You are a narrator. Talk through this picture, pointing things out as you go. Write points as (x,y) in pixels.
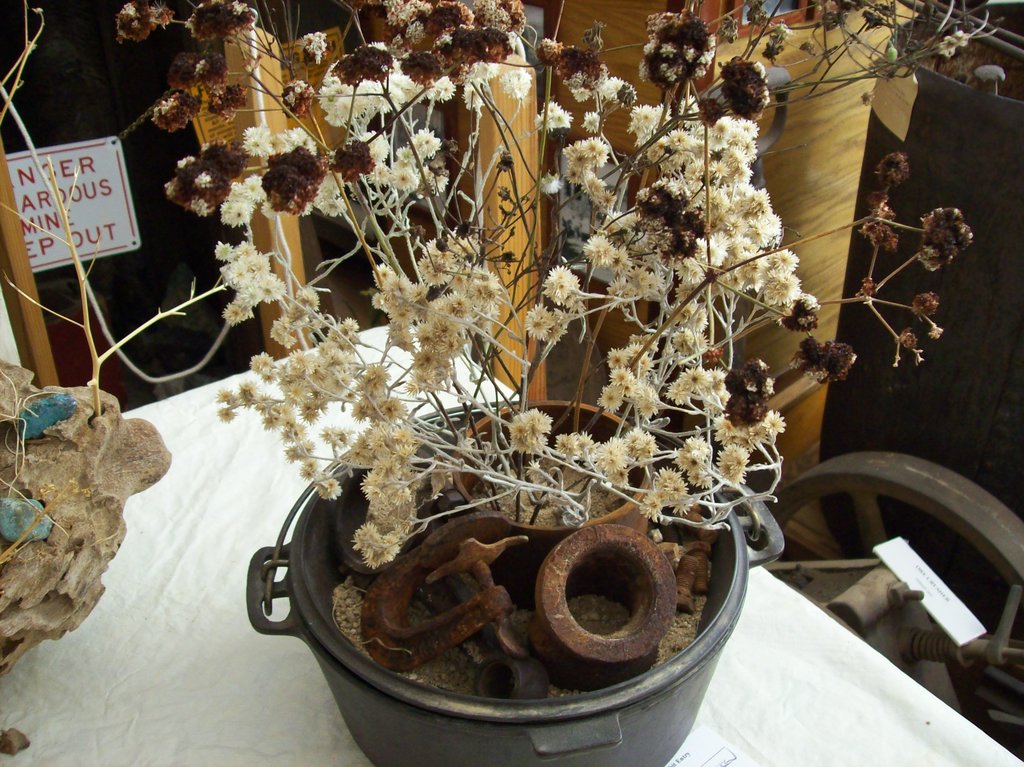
In this image we can see plants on the table (144,629) and cupboards (827,275) in the background (783,435).
